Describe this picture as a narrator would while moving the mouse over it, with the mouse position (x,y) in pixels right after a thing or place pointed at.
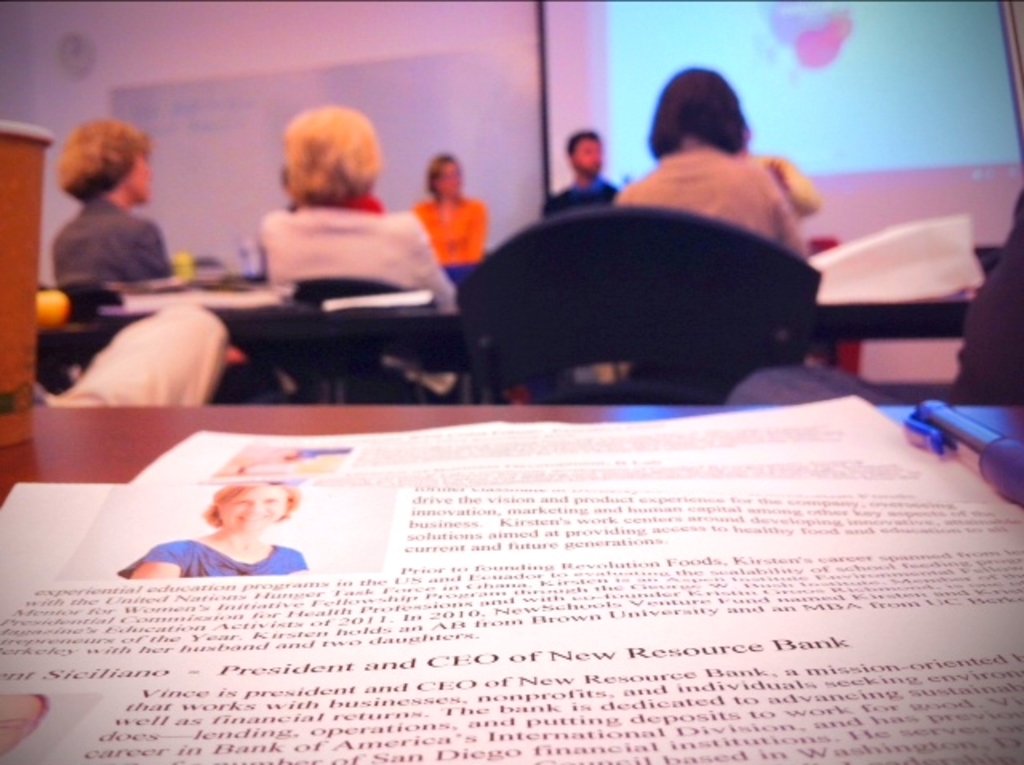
This image is taken indoors. In the background (249,84) there is a wall (427,43) and there is a projector screen (640,69) on the wall (192,57). At the bottom of the image (244,599) there is a paper (249,513) on the table (67,429). There is a pen (987,446) and a tumbler (1,228) on the table (114,407). In the middle of the image (470,327) a few (451,247) are sitting on the chairs (500,295) and there are a few tables (408,320) with a few things (901,260) on them.
